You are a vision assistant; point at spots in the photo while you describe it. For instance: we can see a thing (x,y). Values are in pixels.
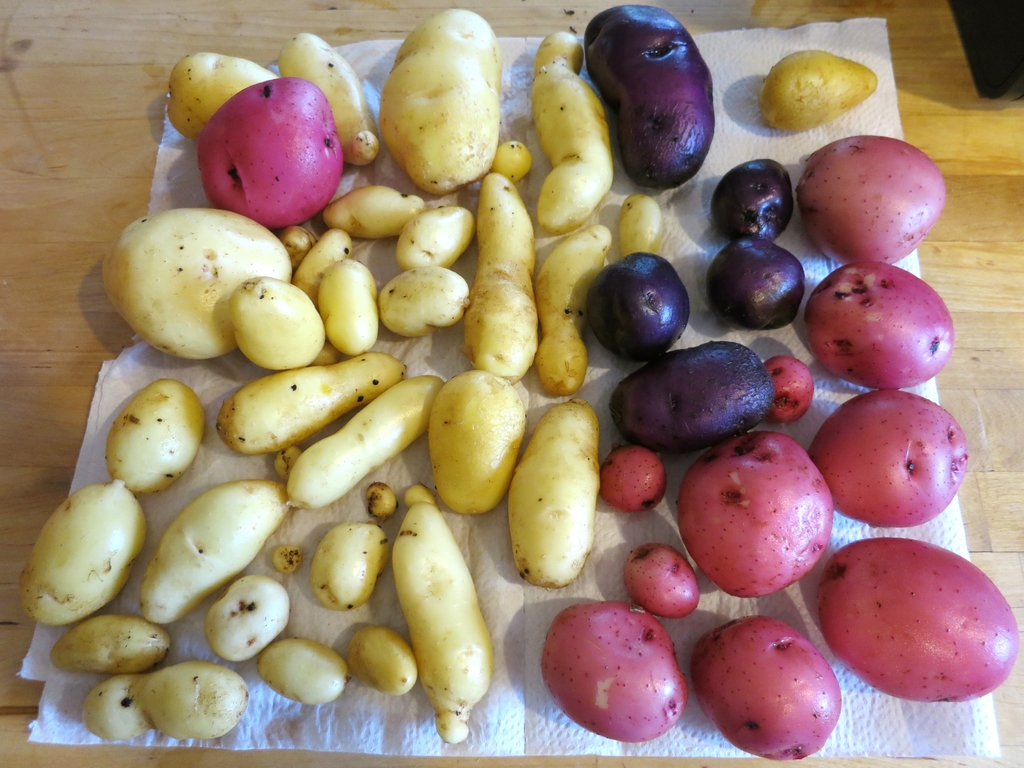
In this picture, we can see the table (92,88), mat (527,127) and some food items (506,454) on it.
